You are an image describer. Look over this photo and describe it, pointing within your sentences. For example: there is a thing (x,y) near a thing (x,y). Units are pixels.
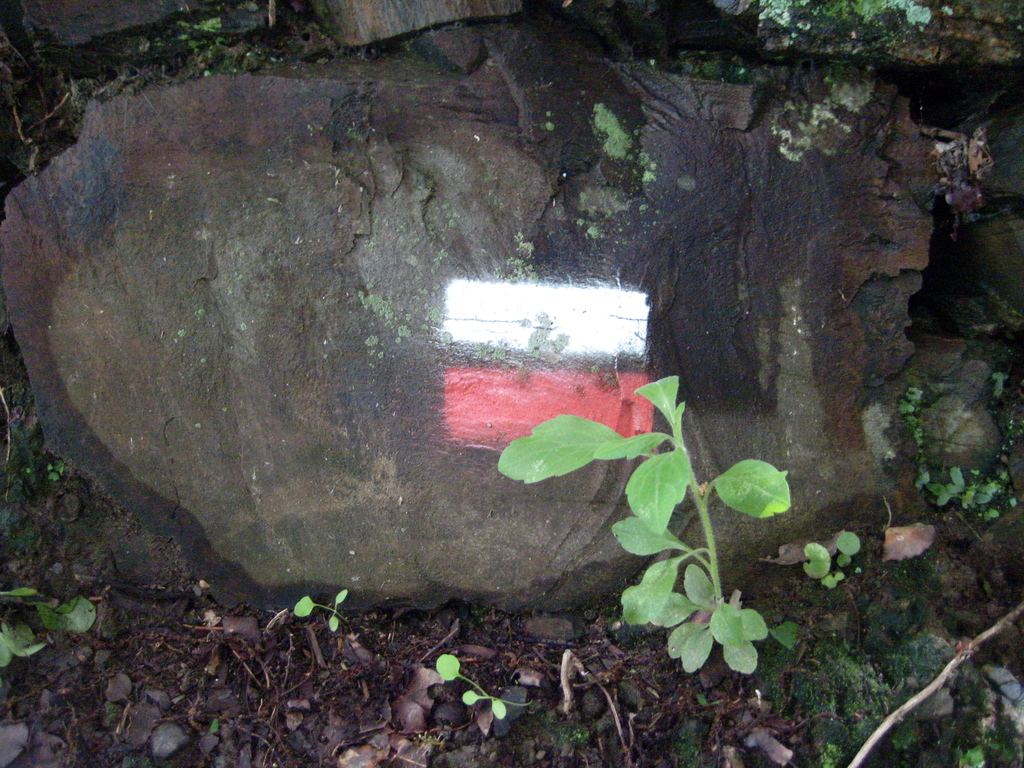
In this picture there is a stone (717,168), on the stone (503,345) there is a white and red color lines (558,393) on the rock (390,245). At the bottom (451,678) there are plants (739,668) and leaves (419,680).
